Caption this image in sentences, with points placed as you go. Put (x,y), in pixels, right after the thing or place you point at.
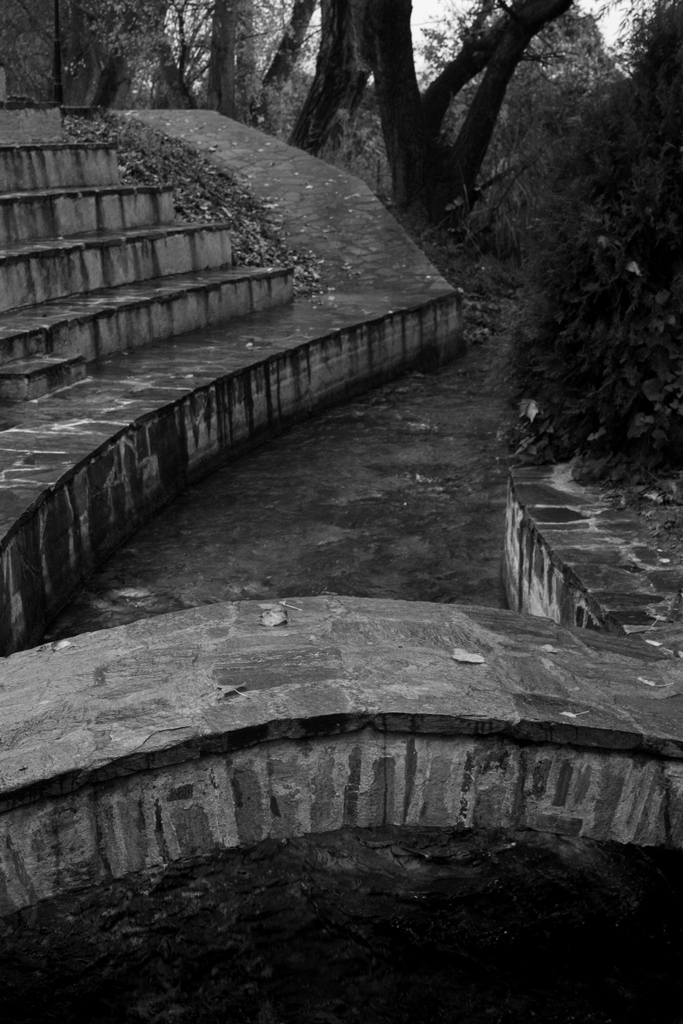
In this image I can see few stairs (74,236), background (84,95) I can see trees (327,53) and the image is in black and white.
